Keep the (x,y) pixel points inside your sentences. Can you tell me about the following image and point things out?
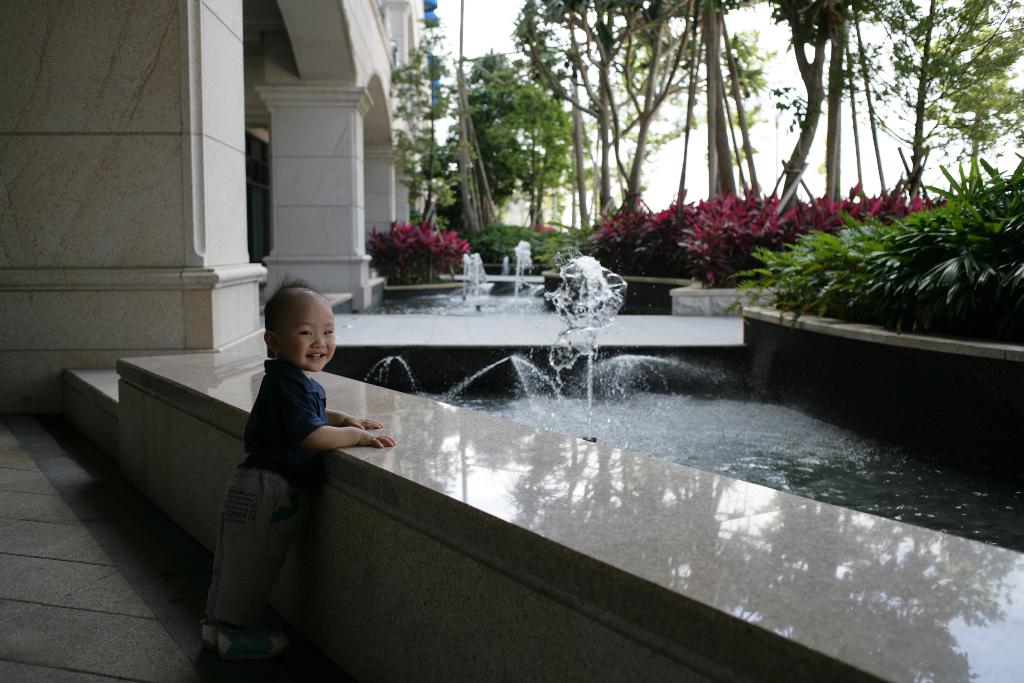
In this image we can see a child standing near the wall (383,552) is smiling. Here we can see the water fountain (628,358), plants (949,265), pillars (144,258), trees (465,181) and sky (934,151) in the background (733,220).
